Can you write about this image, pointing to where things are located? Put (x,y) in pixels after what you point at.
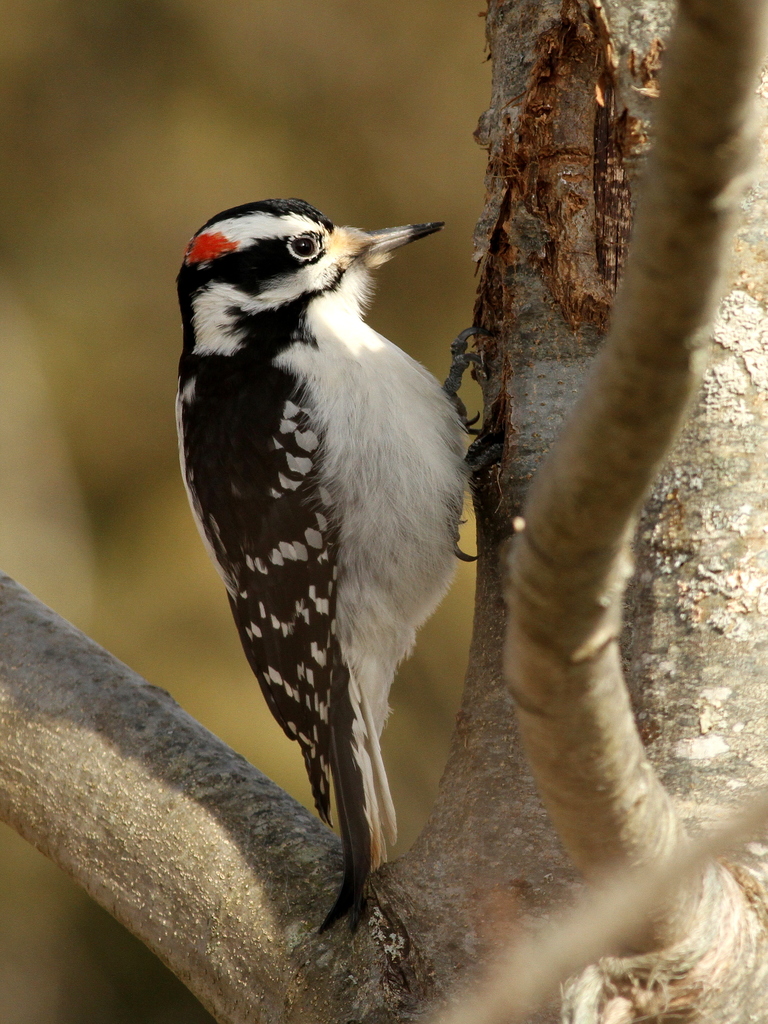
In this picture I can see tree branches (142,837) in front (87,701) and I see a bird (363,322) on a tree branch (549,67) and I see that the bird (382,519) is of white, black and red in color and I see that it is blurred in the background (117,435).
